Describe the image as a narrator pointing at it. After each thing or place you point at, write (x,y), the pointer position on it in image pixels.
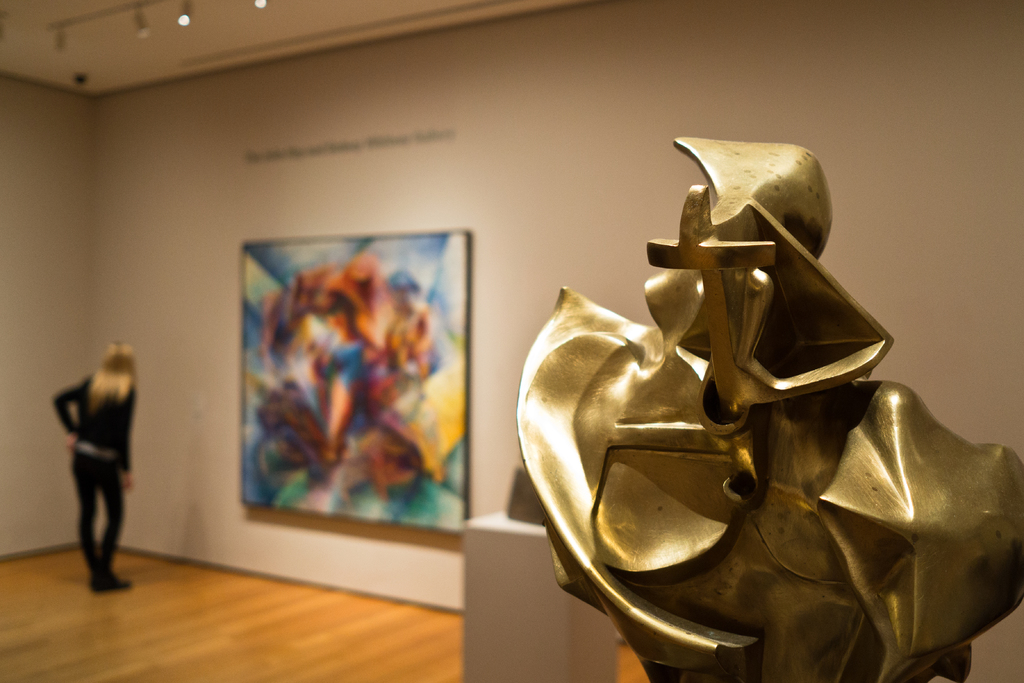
In this image there is one person (110,516) standing in the bottom of this image (118,464) and there is a wall (134,517) in the background (246,165). There is a photo frame (352,334) is attached onto this wall (375,208). There is an object (601,440) on the right side of this image (702,423), and there is a floor (311,632) in the bottom of this image (263,625).
